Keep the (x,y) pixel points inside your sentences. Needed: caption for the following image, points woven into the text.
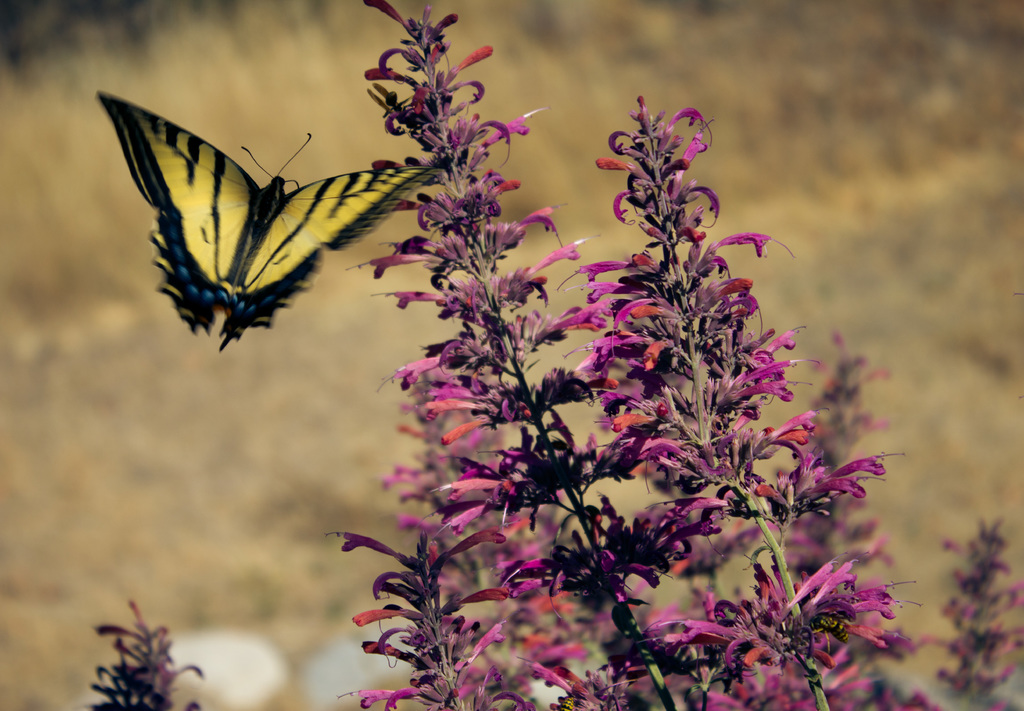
In this picture I can see there is a yellow color butterfly (304,216) and there is a plant (792,621) on to right side (814,613), it has flowers (832,583) and buds (663,277). In the backdrop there is grass (976,297).
